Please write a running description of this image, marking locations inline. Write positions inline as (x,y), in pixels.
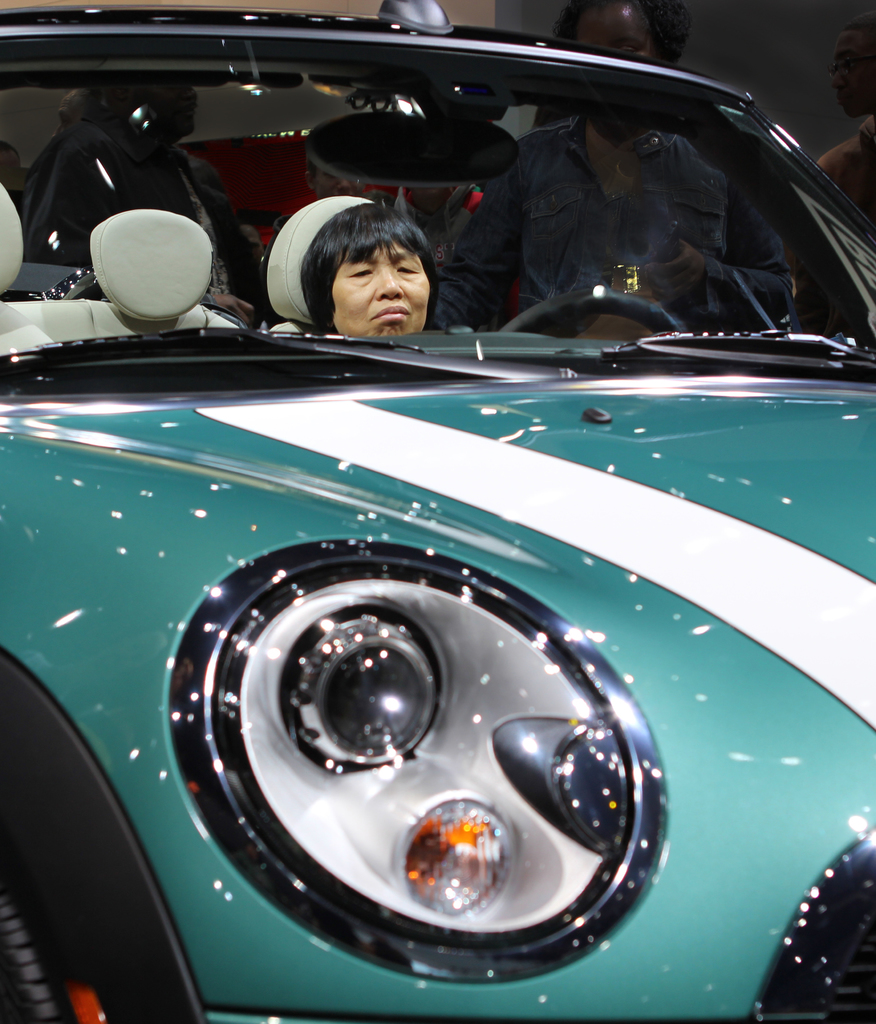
In this image there is one person (379,313) is sitting in a car (404,649) as we can see in middle of this image (463,580). There are some persons (645,188) standing in the background (504,298).
